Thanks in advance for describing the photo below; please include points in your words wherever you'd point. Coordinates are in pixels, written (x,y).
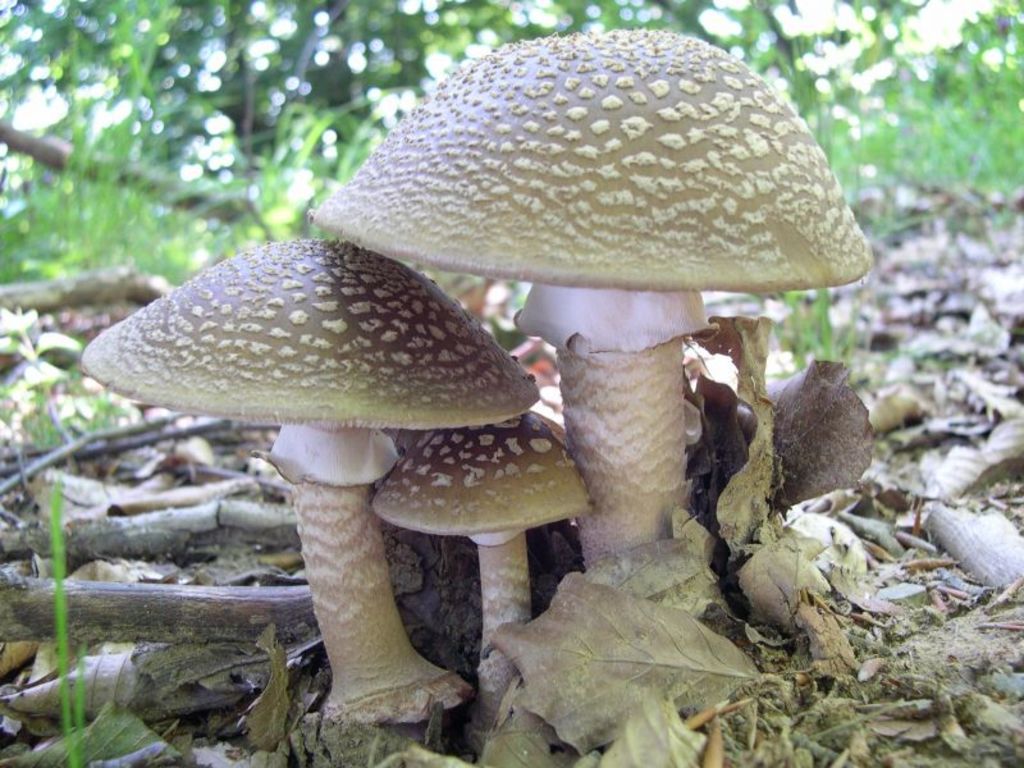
In the center of the image (485,365) we can see mushrooms (624,406), sticks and dry leaves (719,635). In the background (995,191), we can see trees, grass (138,209) and a few other objects (872,187).
